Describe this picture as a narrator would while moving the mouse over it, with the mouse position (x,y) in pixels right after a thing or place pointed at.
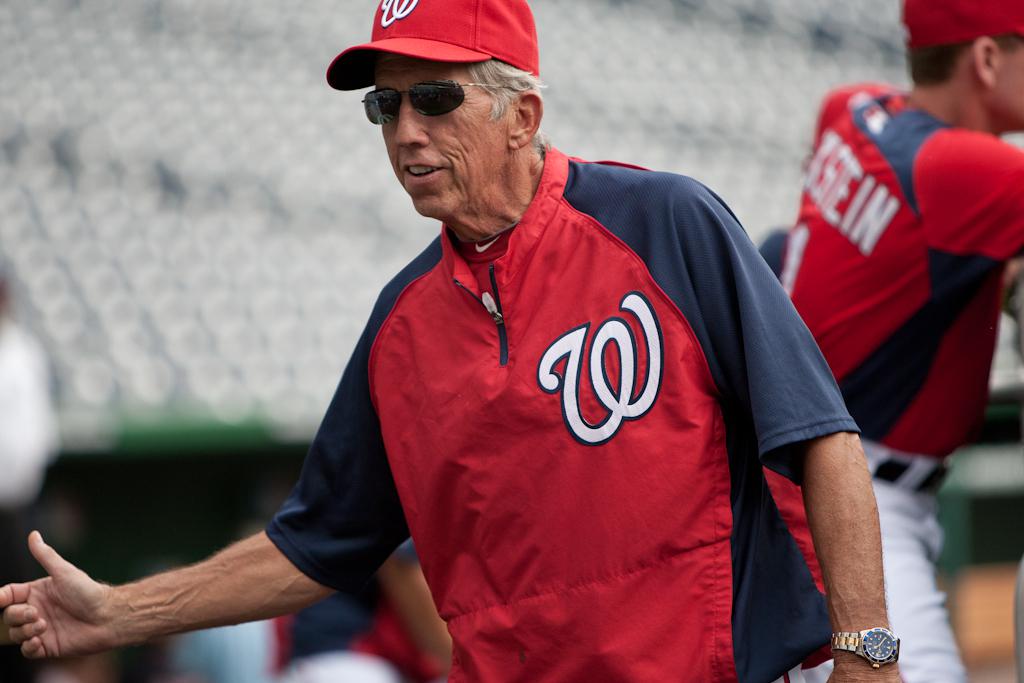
In this image there is an old man (548,482) who is wearing the red jacket (556,440) and red cap (417,13) is raising his hand (105,592). In the background (905,238) there is another man (907,219) who is standing.
